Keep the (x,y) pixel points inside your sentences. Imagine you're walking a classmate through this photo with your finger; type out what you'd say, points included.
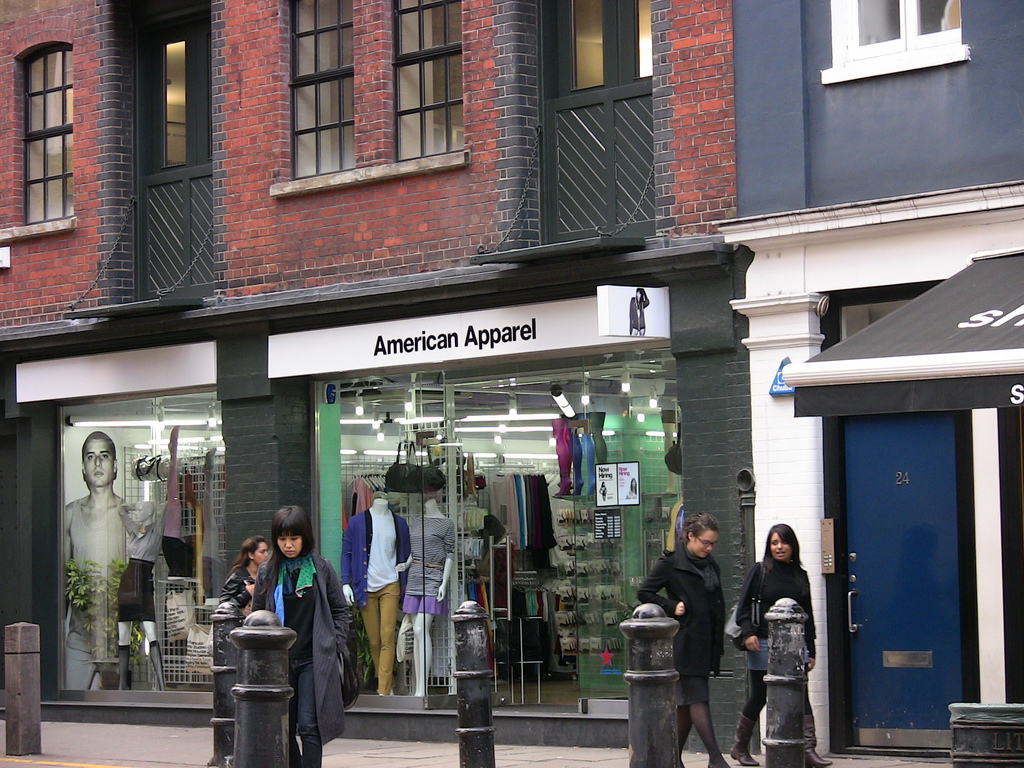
In this image I can see few people (677,642) wearing the black color dresses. I can see few people (313,652) with the bags (344,659). These people (322,659) are in-front of the building (272,355). In the back (381,578) I can see the mannequins (408,571) and many colorful dresses (437,569) to it. There are the black color poles (630,758) in-front of these people (747,612). To the right (907,361) I can see the shed (888,390). And I can see the brown color brick wall (346,210) and also the windows (414,75) to the building (414,75).
